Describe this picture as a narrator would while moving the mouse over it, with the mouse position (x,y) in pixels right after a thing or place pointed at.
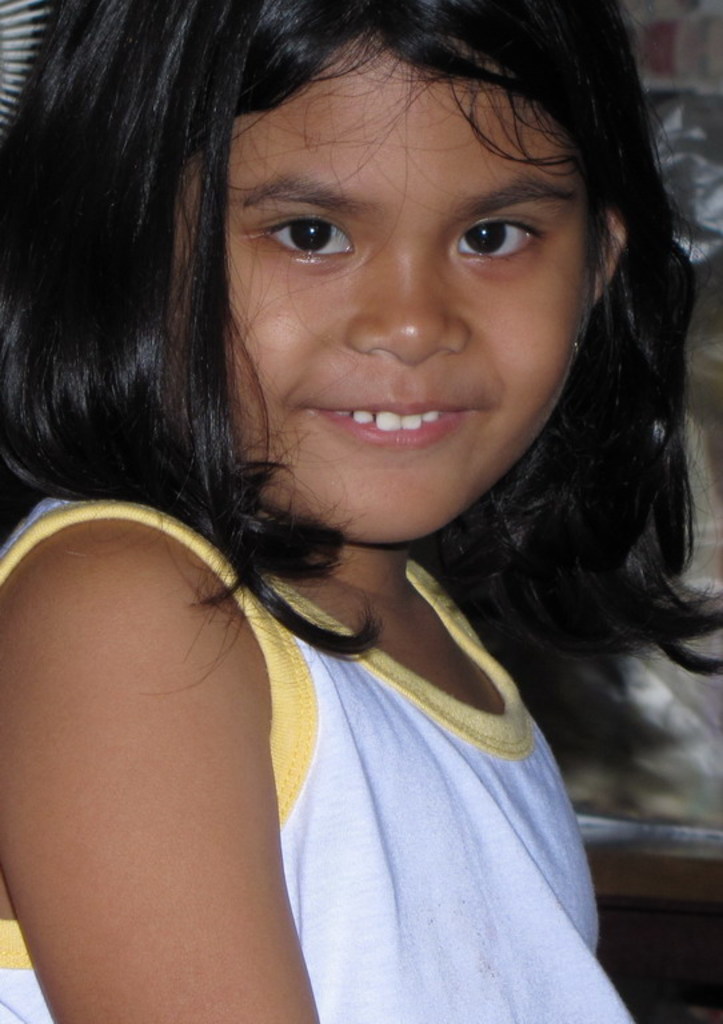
In this image a beautiful girl (399,545) is smiling, she wore white color top (504,788).
